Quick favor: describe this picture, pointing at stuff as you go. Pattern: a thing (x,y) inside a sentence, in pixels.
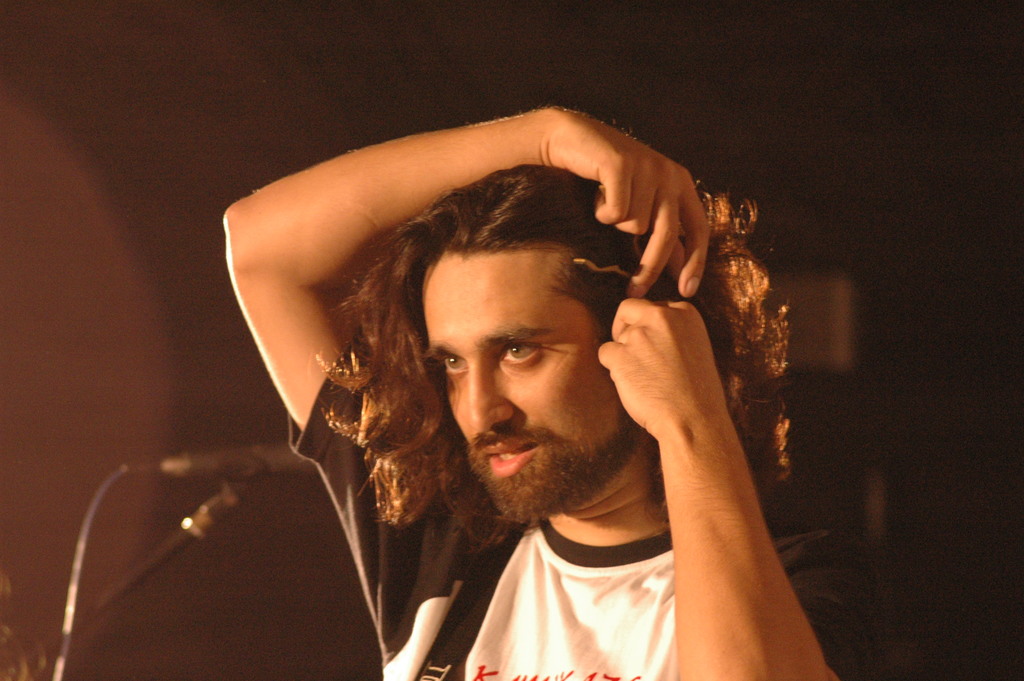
Here in this picture we can see a man (622,368) present over a place (294,573) and he is adjusting his hair (589,282) and beside him we can see a microphone (260,458) present.
